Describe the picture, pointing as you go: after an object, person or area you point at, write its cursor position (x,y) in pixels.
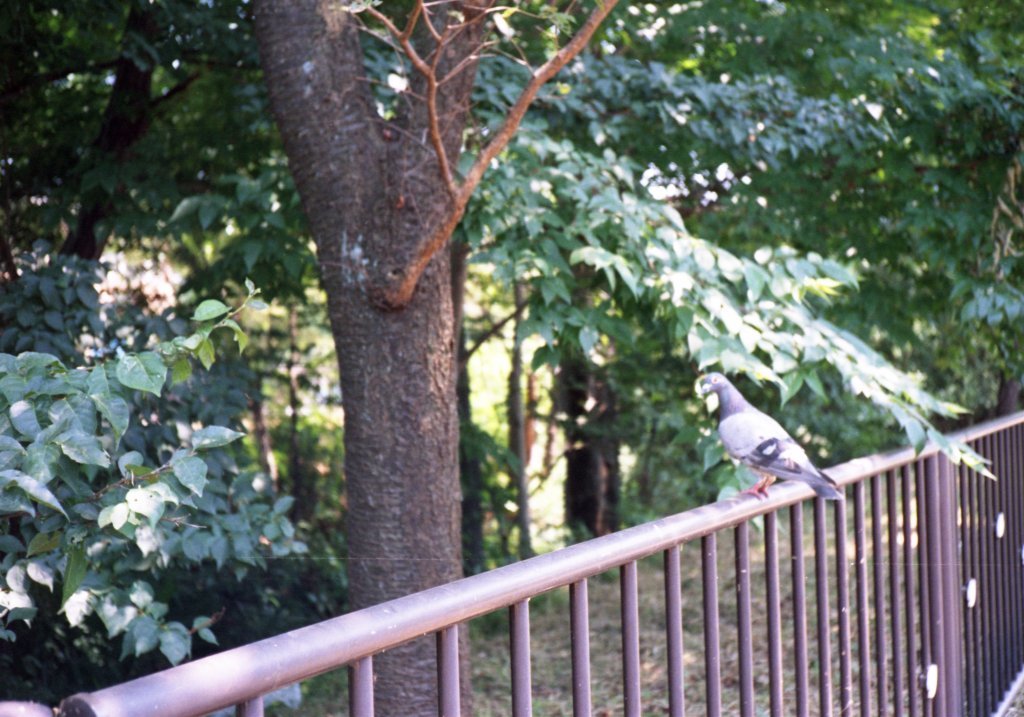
In this image we can see a bird (790,484) standing on the railing (957,599) and there are some trees (759,220).
